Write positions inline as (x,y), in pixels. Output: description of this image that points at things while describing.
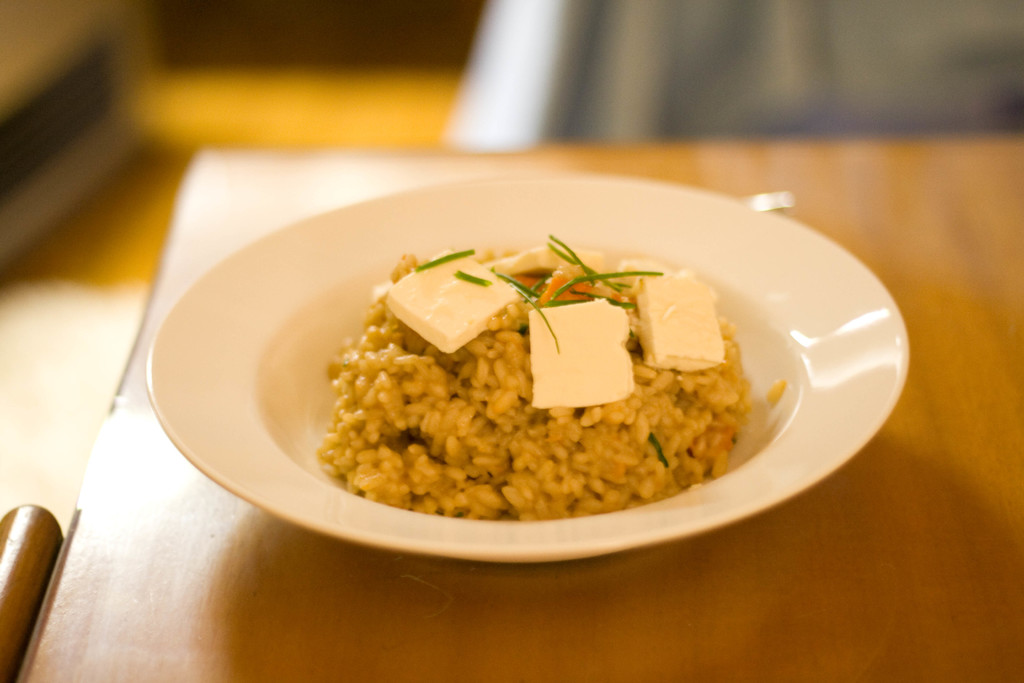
On the table (480,642) there is a plate (719,510). In the plate (753,456) we can see the rice (739,404), cheese (681,346) and other objects (617,273). Beside the table (285,646) there is a chair (15,583). At the top (567,73) we can see the cloth (609,90).
